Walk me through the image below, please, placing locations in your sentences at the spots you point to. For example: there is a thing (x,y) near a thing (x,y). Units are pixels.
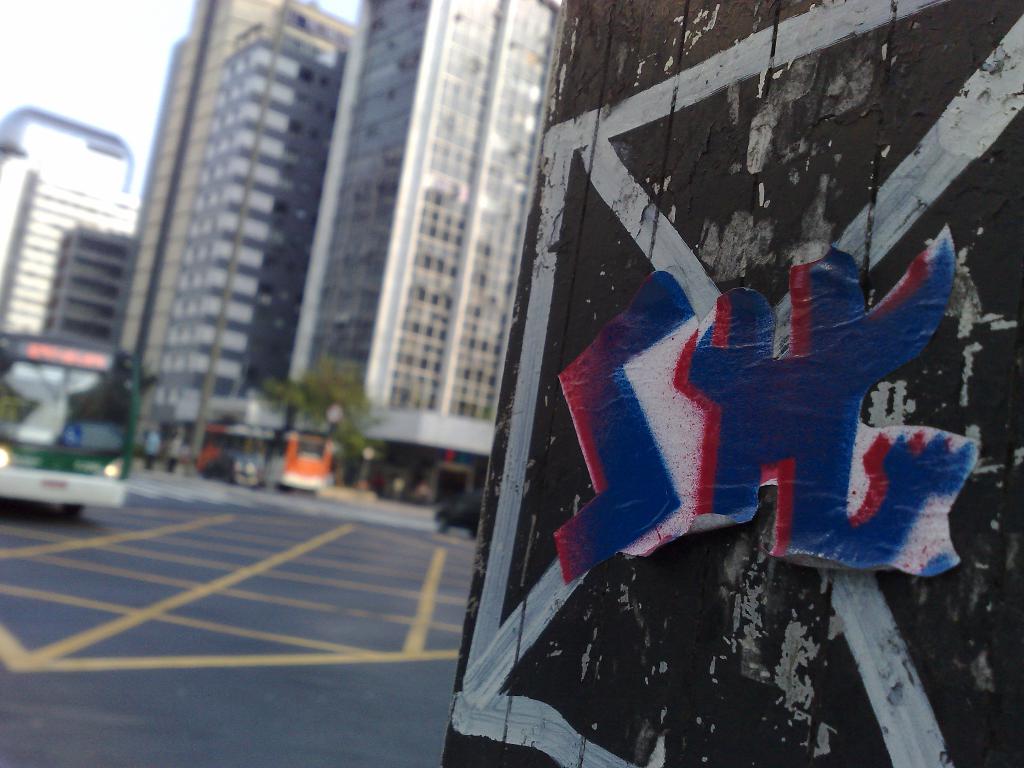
In this image we can see a wall (693,205) with painting (874,686) and a sticker (652,542) and in the background (342,383) there are few buildings (392,227), trees (329,387), persons (160,456) and vehicles (212,455) on the road (216,572).
